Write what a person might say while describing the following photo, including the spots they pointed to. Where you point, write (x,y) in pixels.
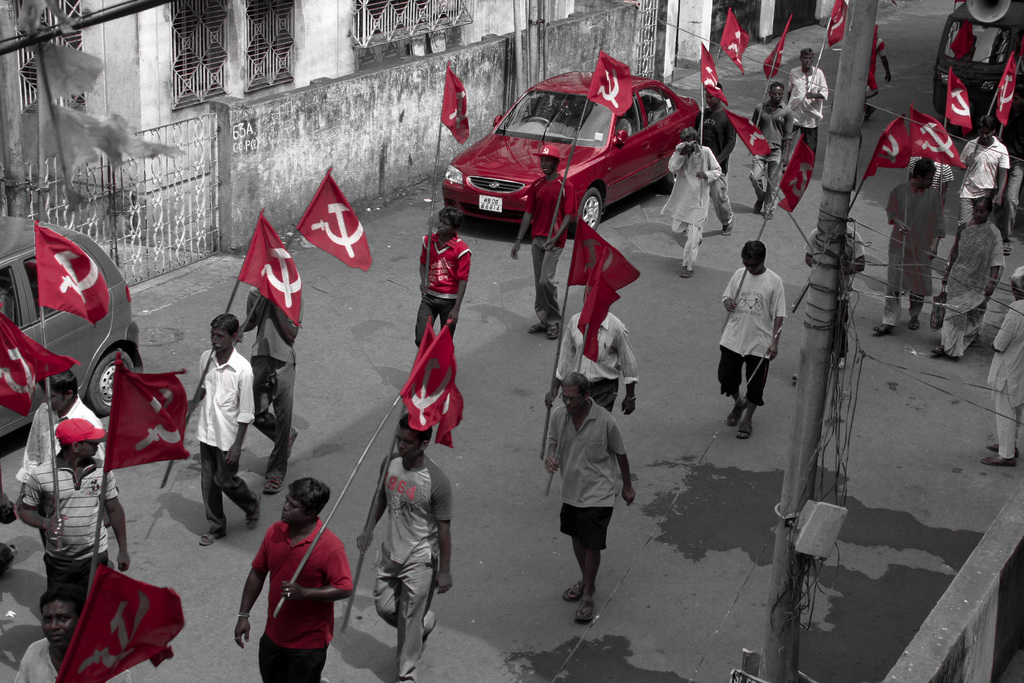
In this image we can see a group of people (429,467) walking on the road (476,420) holding the flags (447,432). We can also see some cars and a vehicle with a loudspeaker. We can also see a pole (841,109) with wires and a building (187,154) with some windows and a gate (196,167).
